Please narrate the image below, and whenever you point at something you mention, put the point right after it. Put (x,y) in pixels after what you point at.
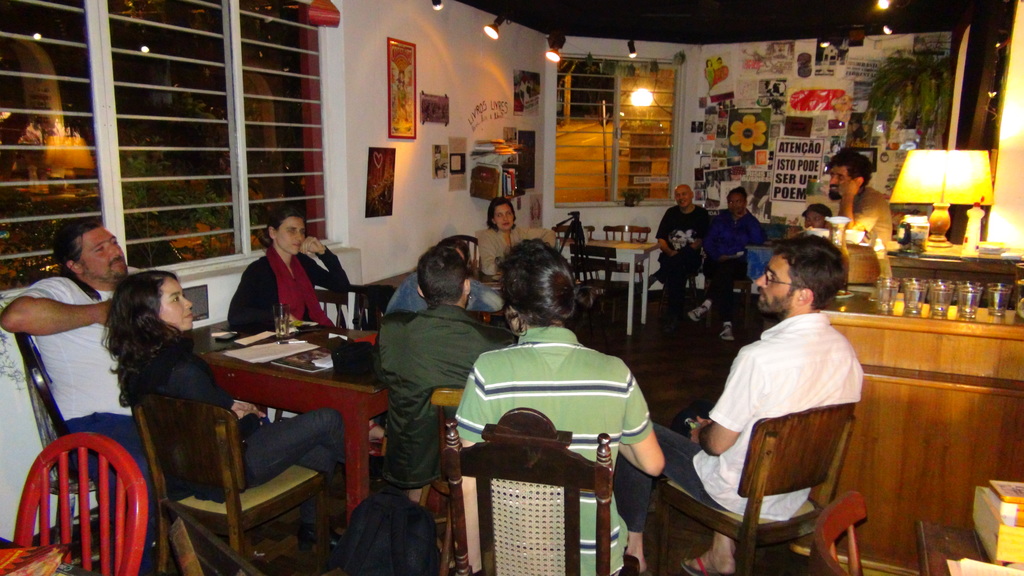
In the image we can see that many people (413,334) sitting on chair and there is a table (315,395) in front of them. Here there are many photos (408,111) stick to the wall (422,76). There is a lamp (946,191), glass (922,288) and a plant (909,95). This is a light (494,36).
